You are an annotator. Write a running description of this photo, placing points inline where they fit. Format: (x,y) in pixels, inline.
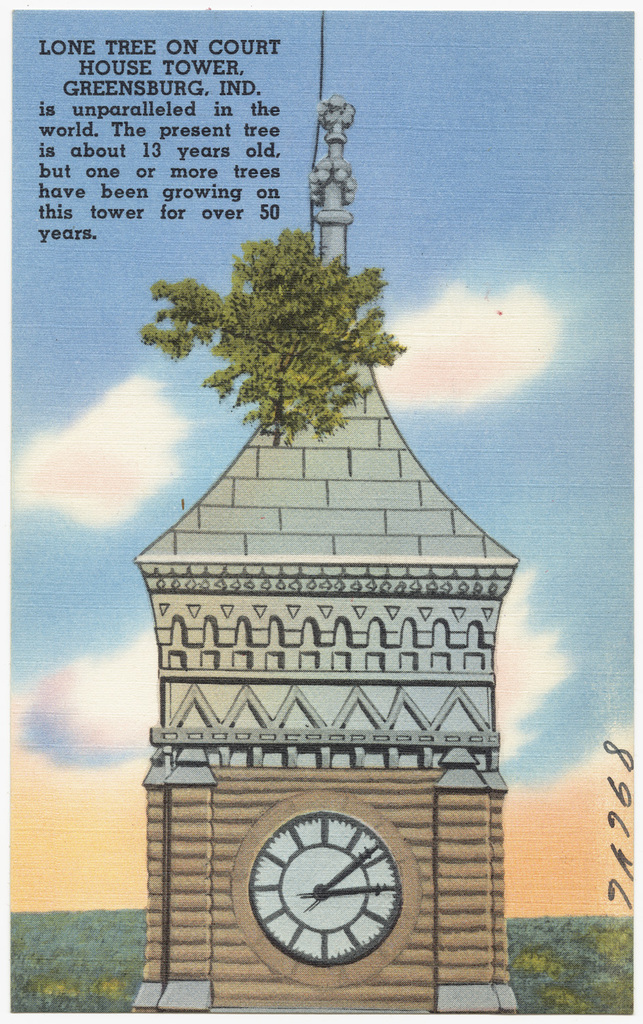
In this image I can see the clock tower (390,486), background (514,426) I can see the plant (268,329) in green color and the sky (527,149) is in blue and white color and I can see something written on the image.
